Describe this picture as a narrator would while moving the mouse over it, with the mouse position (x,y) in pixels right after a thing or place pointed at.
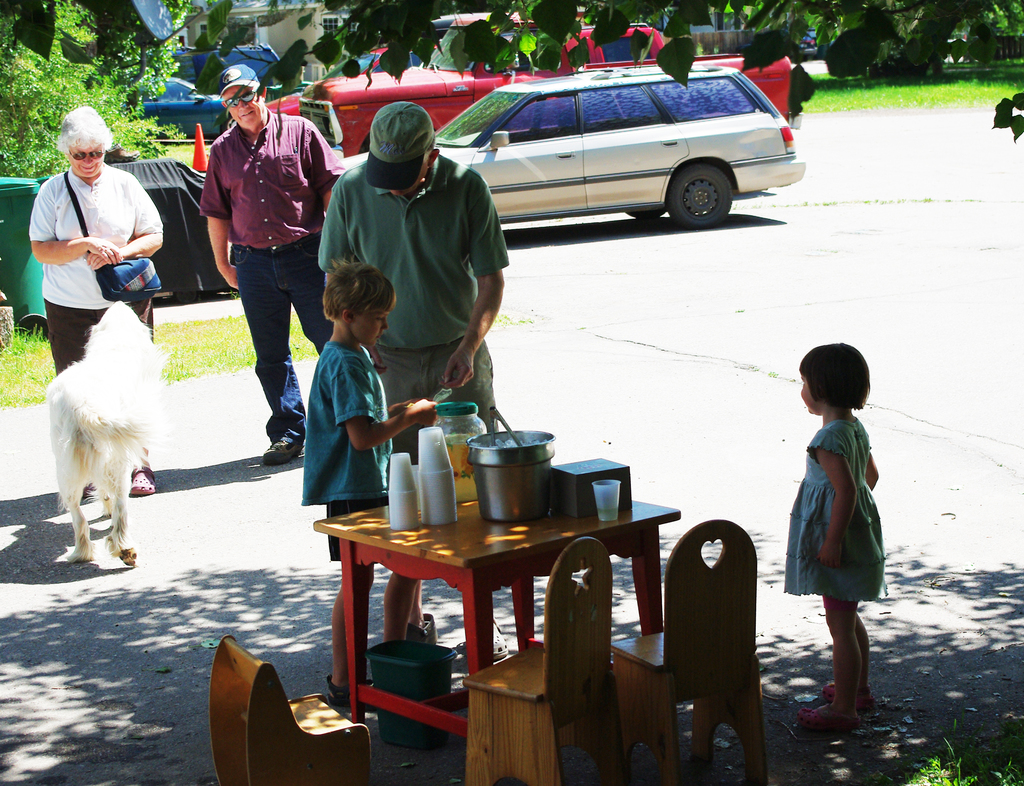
In this picture we can see a group of people (73,267) standing and a boy (346,367) and girl (815,376) and in front of them we have table (442,528) and on table (361,519) we have glasses (436,465), vessel (537,495), box (561,504), jar (458,471) and aside to this table (474,539) we have chairs (682,630) and here on road (187,426) we can see a dog (93,377) and in background (153,155) we can see cars (683,97), trees (120,81), bin (29,227).
